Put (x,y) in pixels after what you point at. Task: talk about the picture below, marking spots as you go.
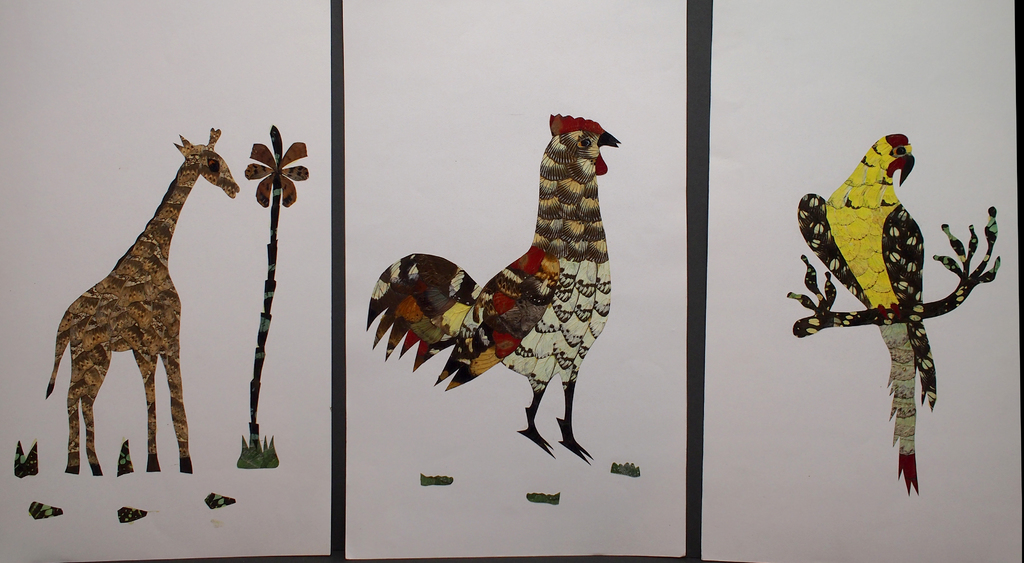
In this picture we can see a giraffe (185,191), tree (272,182), hen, bird (904,376) on a branch (960,286) and some objects (130,461) and in the background (325,123) we can see the wall (707,132).
